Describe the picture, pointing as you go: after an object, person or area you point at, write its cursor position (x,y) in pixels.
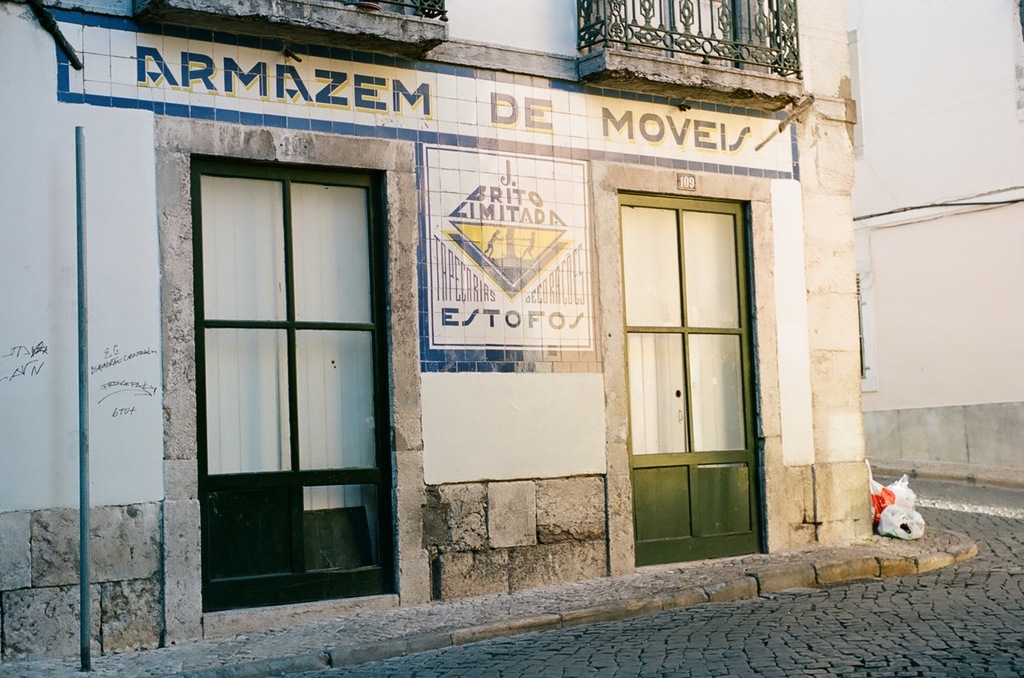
In this image in the center (608,429) there is a building (803,379), doors (699,439) and railing (698,36) and on the building (653,124) there is text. At the bottom (649,571) there is pavement (862,562) and also i can see some plastic covers (878,509) and pole (84,530).
